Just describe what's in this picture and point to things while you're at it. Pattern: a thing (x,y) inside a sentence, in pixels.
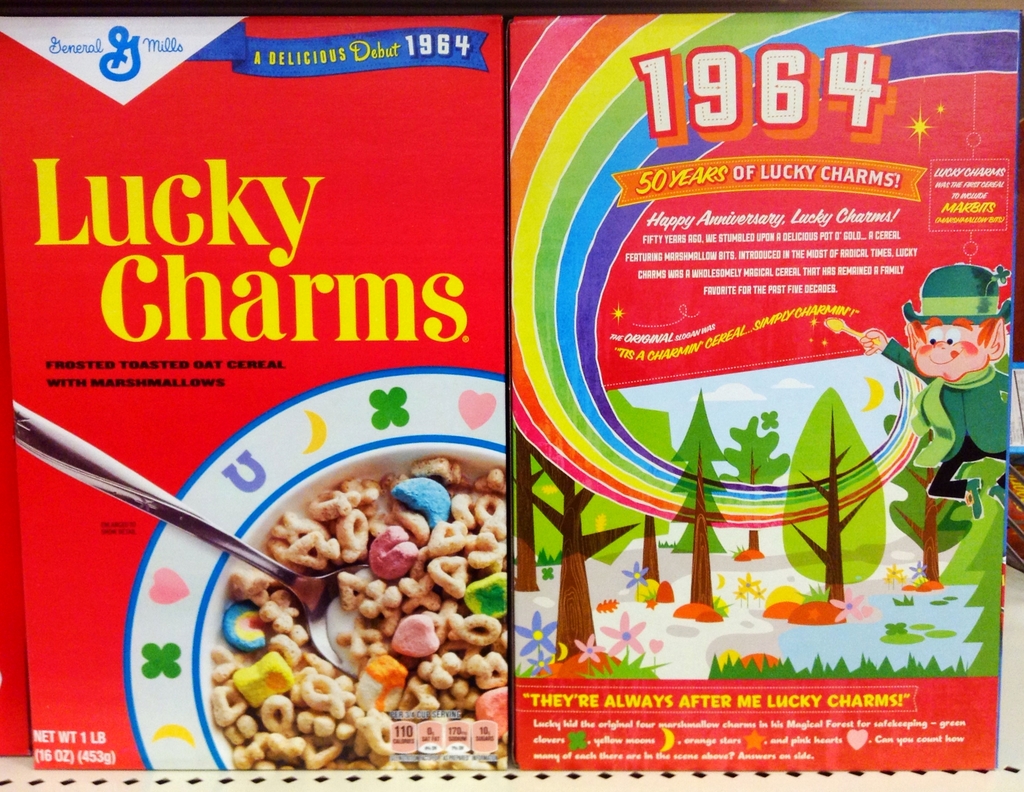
In the image there are two cereal boxes (498,162) with graphic images (612,578) on it beside each other.
